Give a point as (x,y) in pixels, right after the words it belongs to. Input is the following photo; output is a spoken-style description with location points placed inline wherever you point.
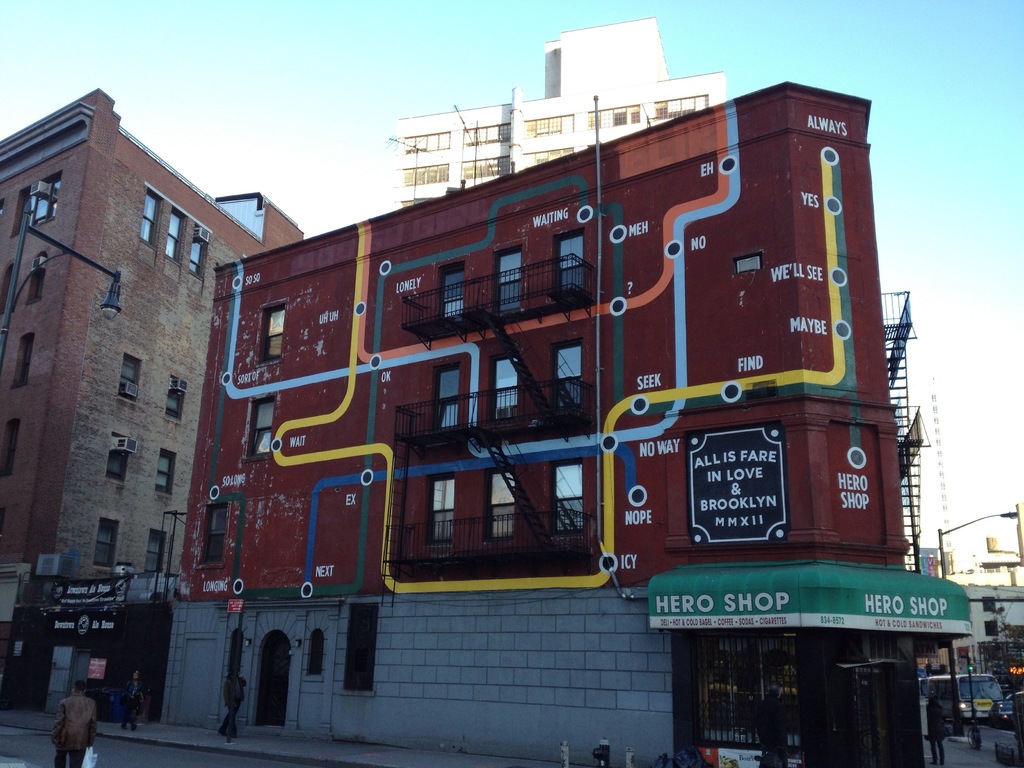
This image is taken outdoors. At the top of the image (202,114) there is the sky (458,15) with clouds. At the bottom of the image (170,762) there is a road (132,763). A few are walking on the sidewalk (317,742) and a few are walking on the road (163,767). On the right side of the image (957,662) there are a few buildings (992,627). A few vehicles (968,693) are moving on the road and there is a pole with a street light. In the middle of the image (390,375) there are a few buildings (192,355) with walls (209,484), windows (758,702), doors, railings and roofs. There are many boards (759,513) with text (736,506) on them.
